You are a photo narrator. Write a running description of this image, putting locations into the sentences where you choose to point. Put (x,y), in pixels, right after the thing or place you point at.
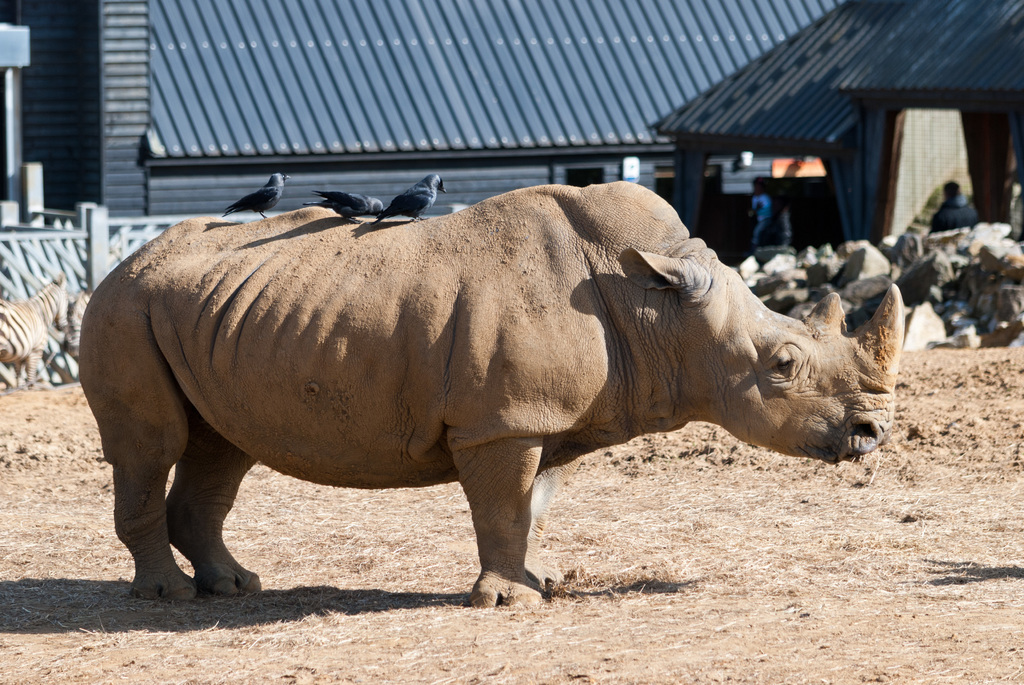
In this image, we can see an animal (457,297) standing on the grass (709,559), we can see some crows (244,205) on the animal (536,223). In the background (949,269), we can see some rocks (757,270), we can see the shed (434,66).
